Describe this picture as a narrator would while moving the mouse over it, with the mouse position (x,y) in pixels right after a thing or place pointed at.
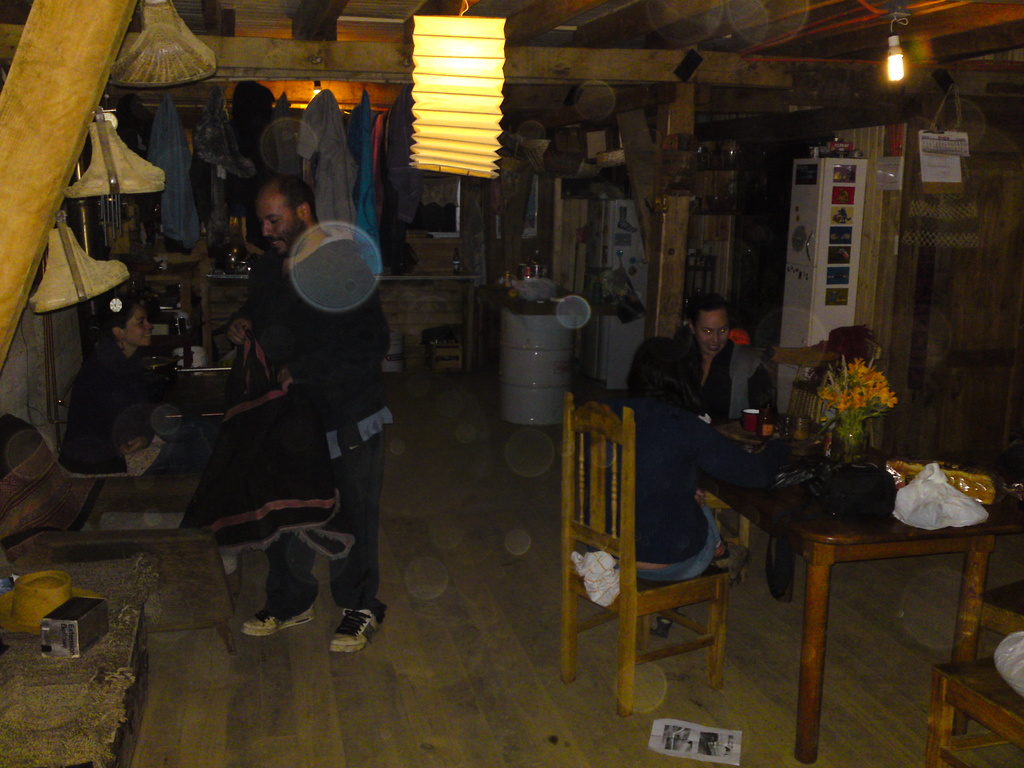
In this picture we can see one person (267,206) is standing and three women (85,452) are sitting on chairs (566,609) and in front of them there is table (804,535) and on table (867,459) we can see vase (855,430), plastic cover (949,501), glass (754,409) and in background (515,188) we can see clothes (383,141), some items (609,228), pillar (680,209), banner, light (440,69).
